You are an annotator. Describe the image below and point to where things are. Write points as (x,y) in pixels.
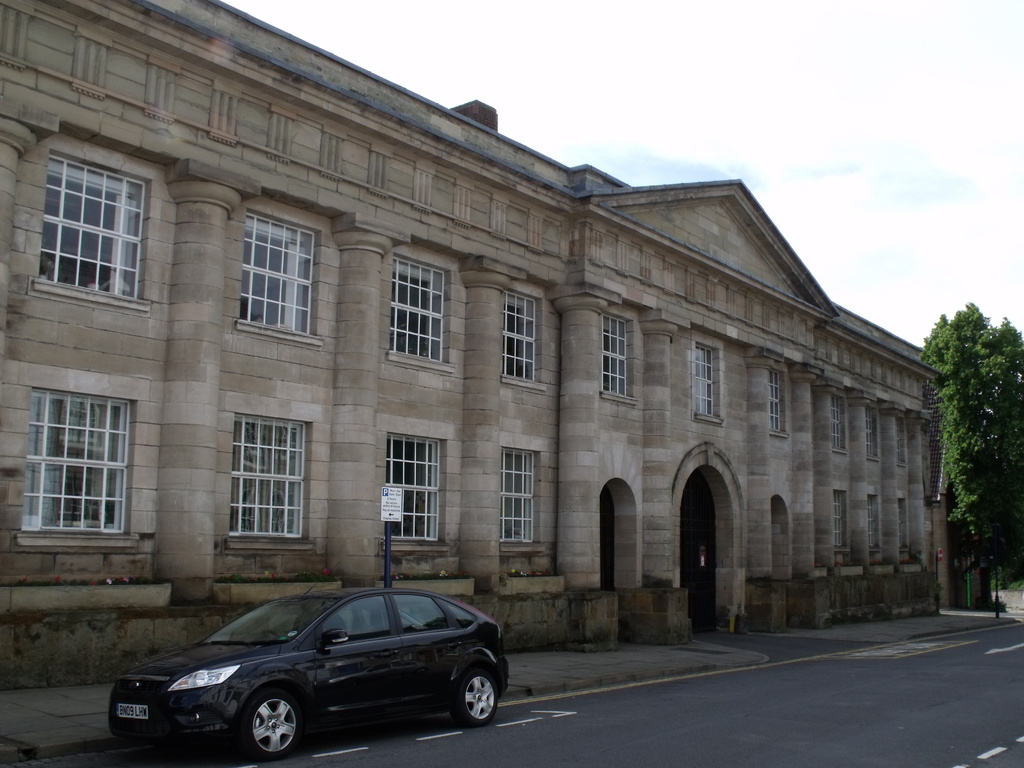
This image is taken outdoors. At the bottom of the image (701,704) there is a road (782,690). At the top of the image (691,97) there is a sky (727,126) with clouds (893,175). On the right side of the image (1017,387) there is a tree (953,521). In the middle of the image (657,265) there is a building (588,386) with a few walls (462,448), windows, doors (696,500) and roof (562,176). On the left side of the image (182,675) a car (258,721) is parked on the road (406,762).
